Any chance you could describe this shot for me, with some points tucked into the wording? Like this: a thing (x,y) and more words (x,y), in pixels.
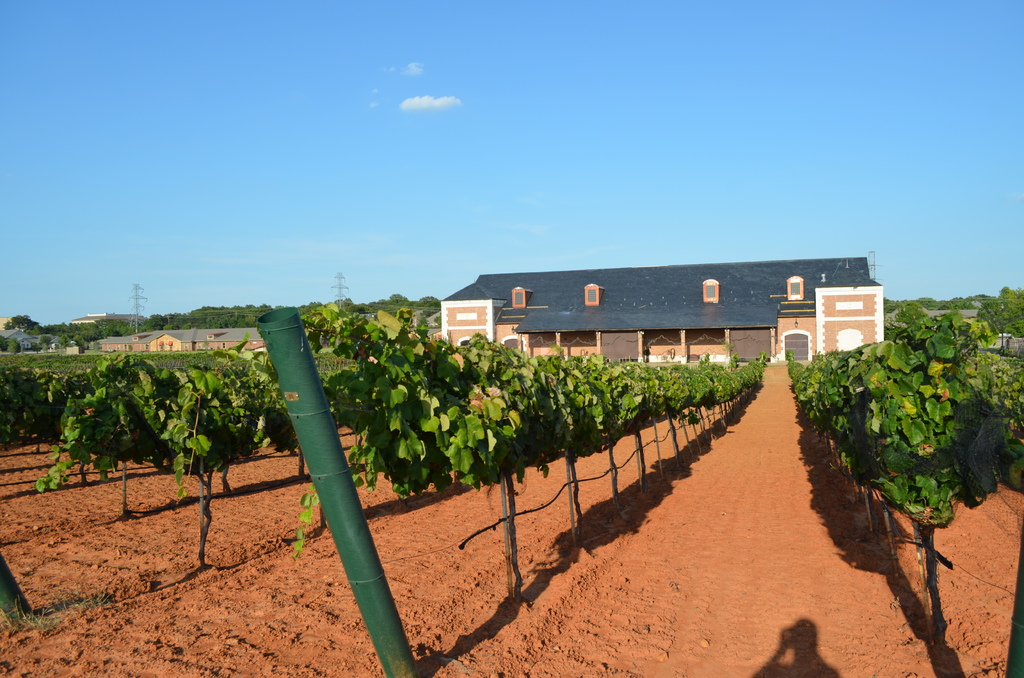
This picture contains plants (596,412) in the rows. At the bottom of the picture (344,572), we see soil (447,587) and a green color rod (391,668). Behind that, we see a building (653,281). There are many trees (99,331), transformers (137,301) and buildings (156,337) in the background (51,341). At the top of the picture (502,139), we see the sky (602,225), which is blue in color.
